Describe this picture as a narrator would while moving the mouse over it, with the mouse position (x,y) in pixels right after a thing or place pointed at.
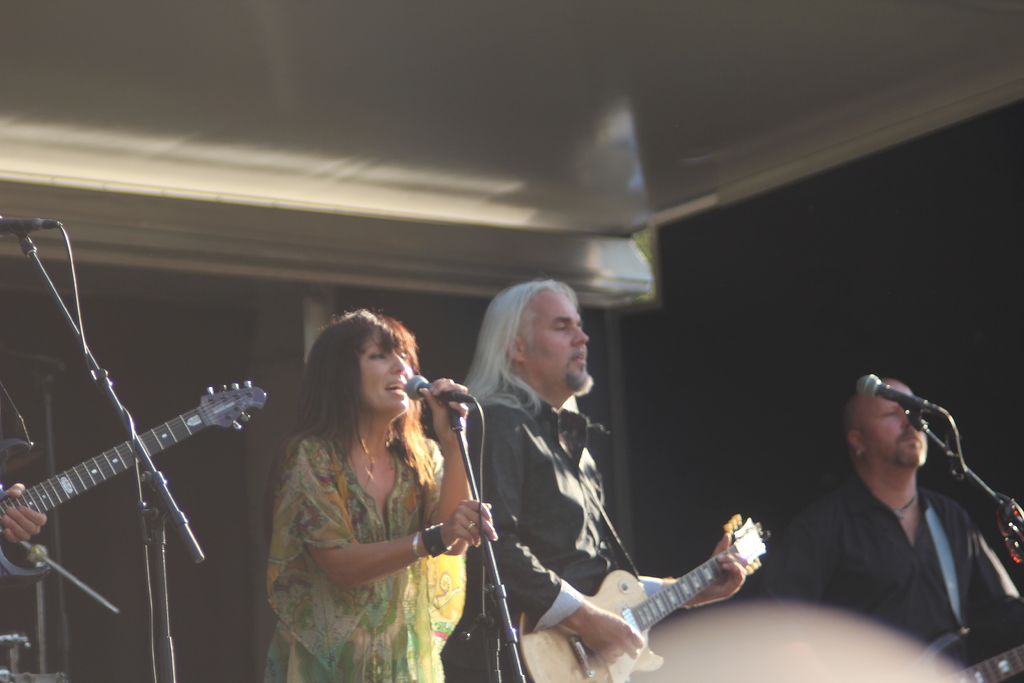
In this image, there is a lady (403,650) in front of the image she is singing in the mic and there is a man (510,500) behind the lady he is playing the guitar (576,639) and there is a man (914,502) at the right side of the image (858,494) playing the guitar (964,633) the man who is at the left side of the image (38,494) is playing the guitar (233,402), there is a mic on the stage (245,477) it seems to be a music event.
